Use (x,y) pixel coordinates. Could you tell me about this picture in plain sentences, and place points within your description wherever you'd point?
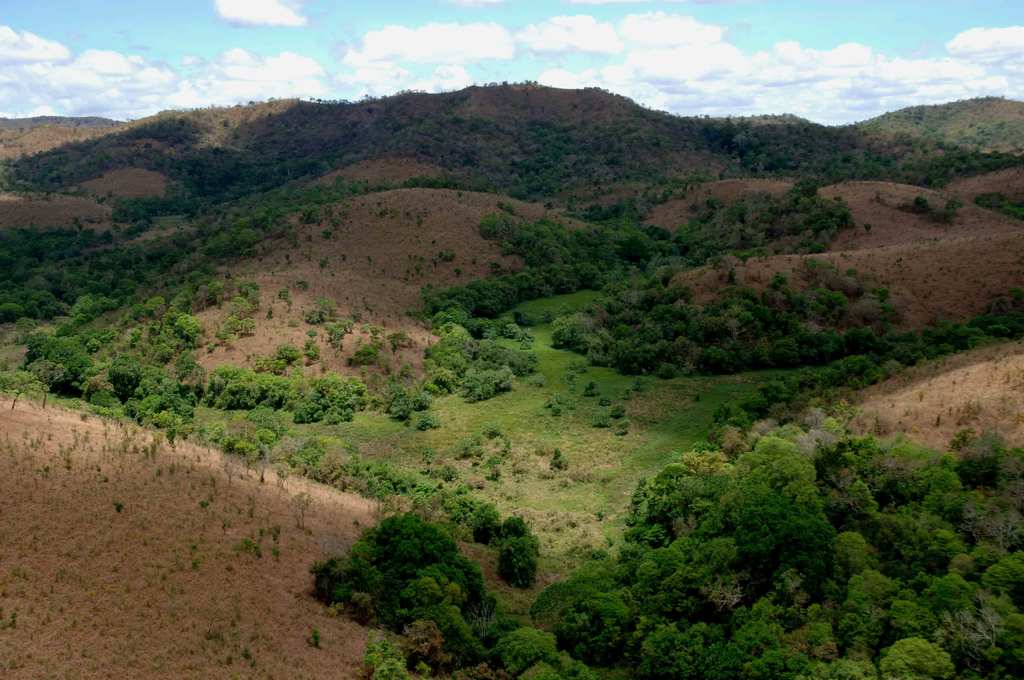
In this picture we can see trees (386,660), hills (433,172) and the sky (573,45).
